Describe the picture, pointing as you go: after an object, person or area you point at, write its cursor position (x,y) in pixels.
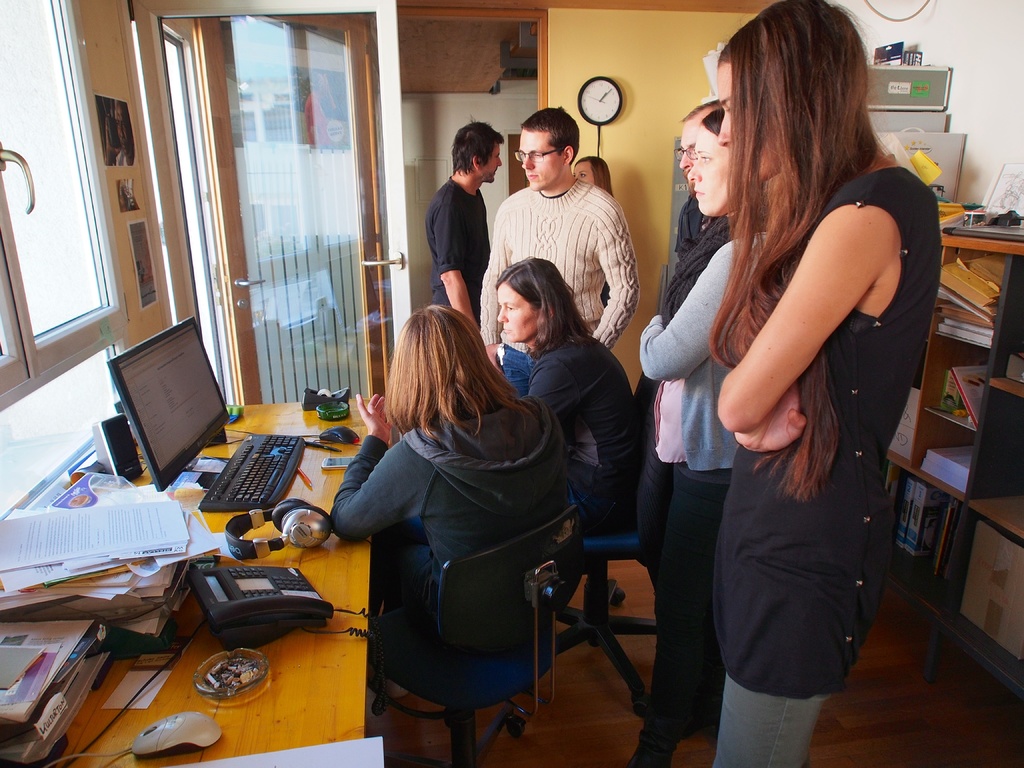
In this picture a group of people (702,135) standing and two of the women (386,545) are sitting they have a table (219,513) in front of them which has some papers (13,558) a telephone (202,580), a mouse (347,441), keyboard (260,435), monitor (177,454) and speakers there are also some headphones (261,518) on it and there is a door (238,189) to the left of them and a wall clock (608,87) fixed on the wall (572,78).
